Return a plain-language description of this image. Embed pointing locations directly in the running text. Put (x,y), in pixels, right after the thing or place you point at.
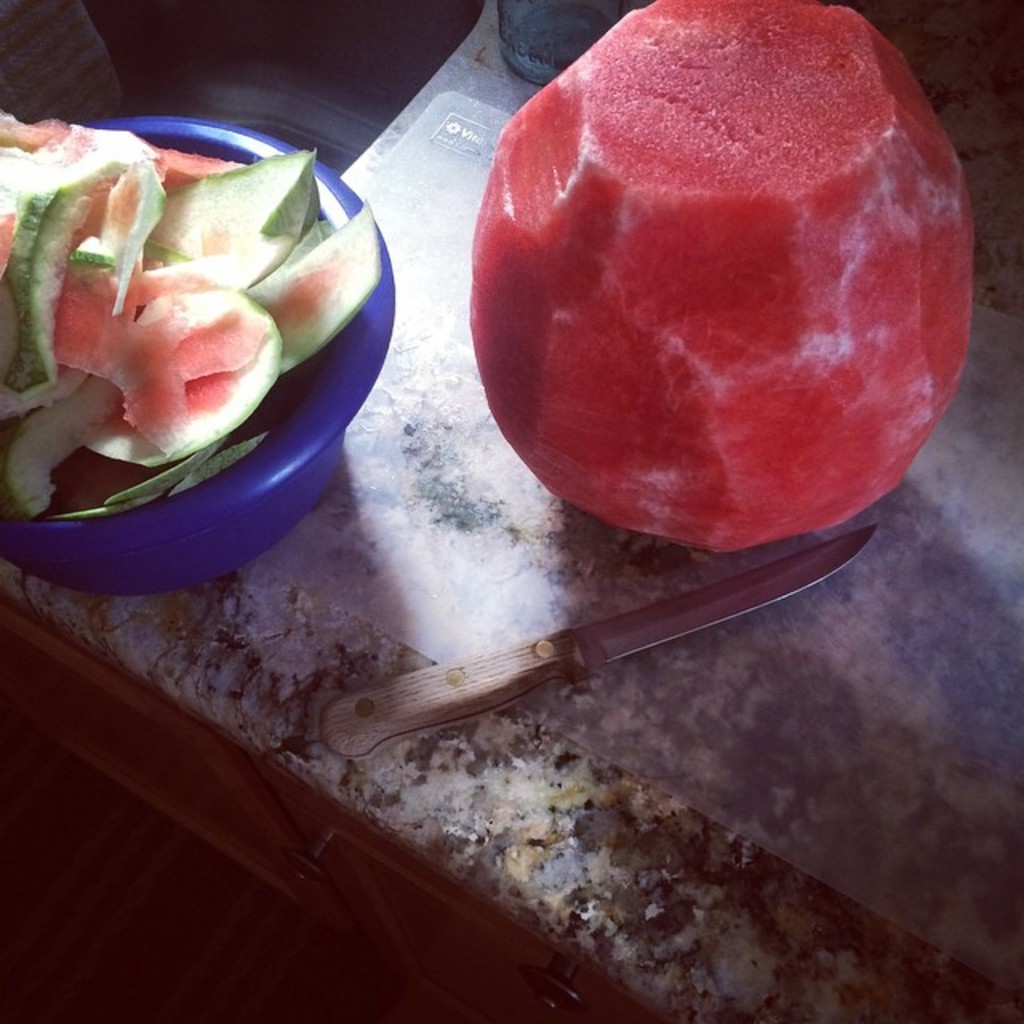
In this image there is a counter table (559,891) and we can see a knife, bowl (274,515), watermelon peels (178,365), an object (526,72) and a watermelon (661,354) placed on the counter table (441,753).
